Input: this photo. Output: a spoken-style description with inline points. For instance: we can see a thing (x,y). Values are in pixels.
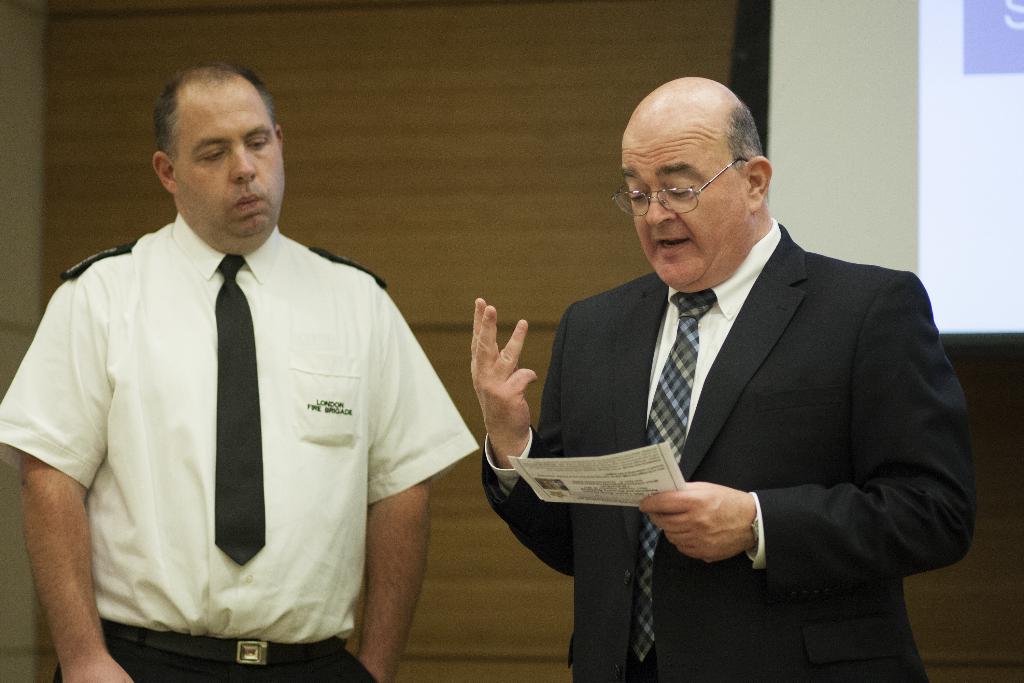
On the right side of the image (865,291) there is a man (765,380) standing and holding a paper (620,482) in his hand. And he kept spectacles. Beside him there is a man (172,418) standing. Behind them in the top right corner of the image (818,119) there is a screen (826,198).
